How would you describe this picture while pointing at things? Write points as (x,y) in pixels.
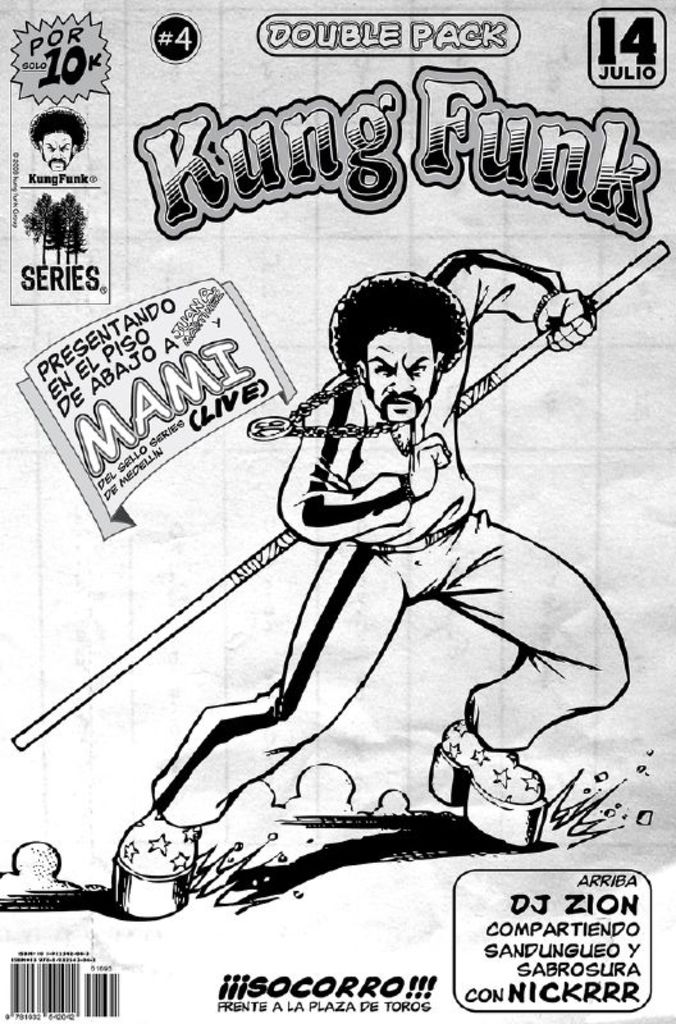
This image consists of a poster (396,357). In the middle (377,506) there is a man (422,542), he is holding a stick (526,348). At the bottom (584,898) there is a text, barcode (39,986). At the top (365,146) there is a text (325,187), face (54,131), trees (79,230).
